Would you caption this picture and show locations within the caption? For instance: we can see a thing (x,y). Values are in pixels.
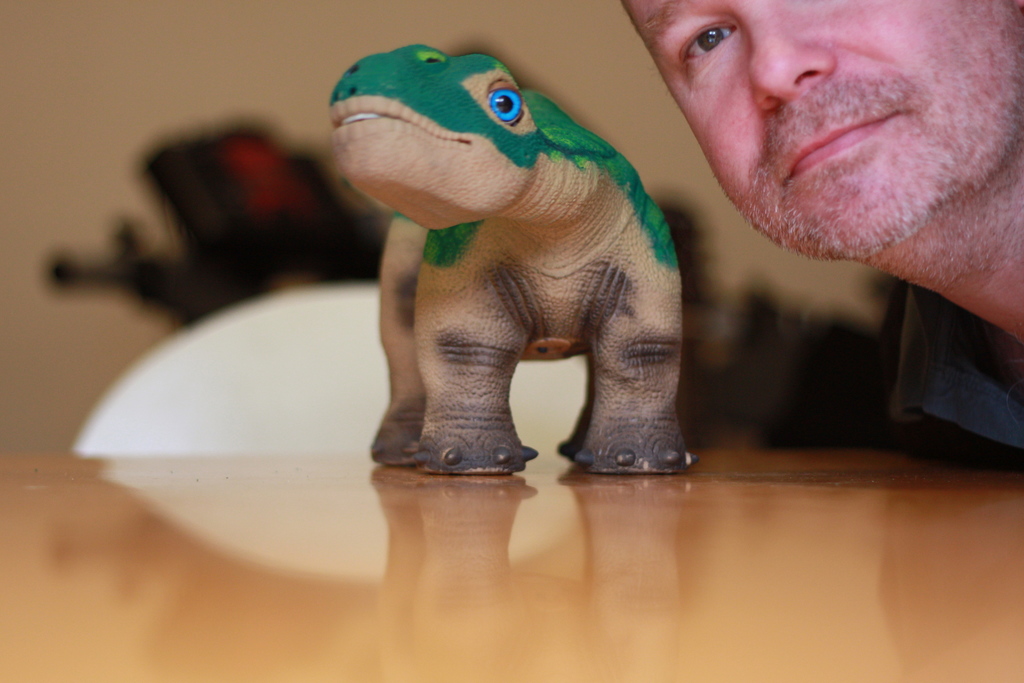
In this image there is a dinosaur toy (425,315) on a table (210,671), on the top right (887,223) there is a person (927,328), in the background (538,21) it is blurred.
